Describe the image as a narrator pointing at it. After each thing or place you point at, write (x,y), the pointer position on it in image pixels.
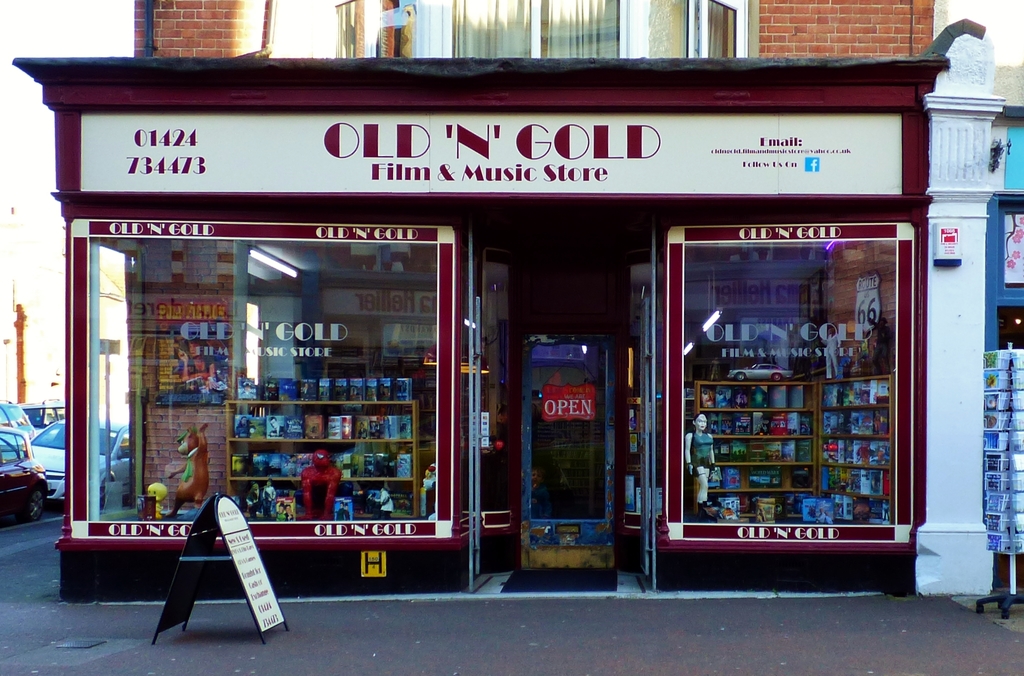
In the picture we can see a shop (893,489) with a glass walls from it, we can see some toys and music albums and beside the shop (763,91) we can see a board stand (247,577) on the path (708,641) and on the road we can see some vehicles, and the name of the shop (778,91) is old and gold music store.
